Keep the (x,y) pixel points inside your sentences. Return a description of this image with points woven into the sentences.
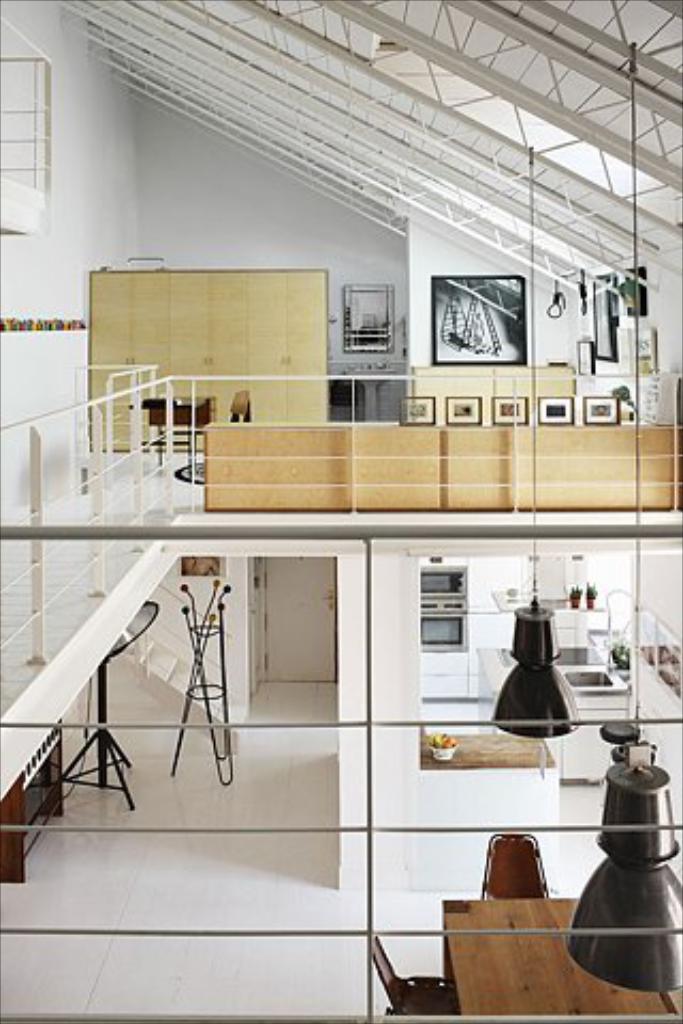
At the bottom (494,963) I can see a table (450,922), chairs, house plant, cabinet (608,711), micro oven (442,571), stand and a door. At the top (442,298) I can see a fence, table (156,411), photo frames (498,400), screen (519,363), wall (137,215) and a rooftop (323,96) on which lamps (646,815) are hanged. This image is taken may be in a house (346,232).
